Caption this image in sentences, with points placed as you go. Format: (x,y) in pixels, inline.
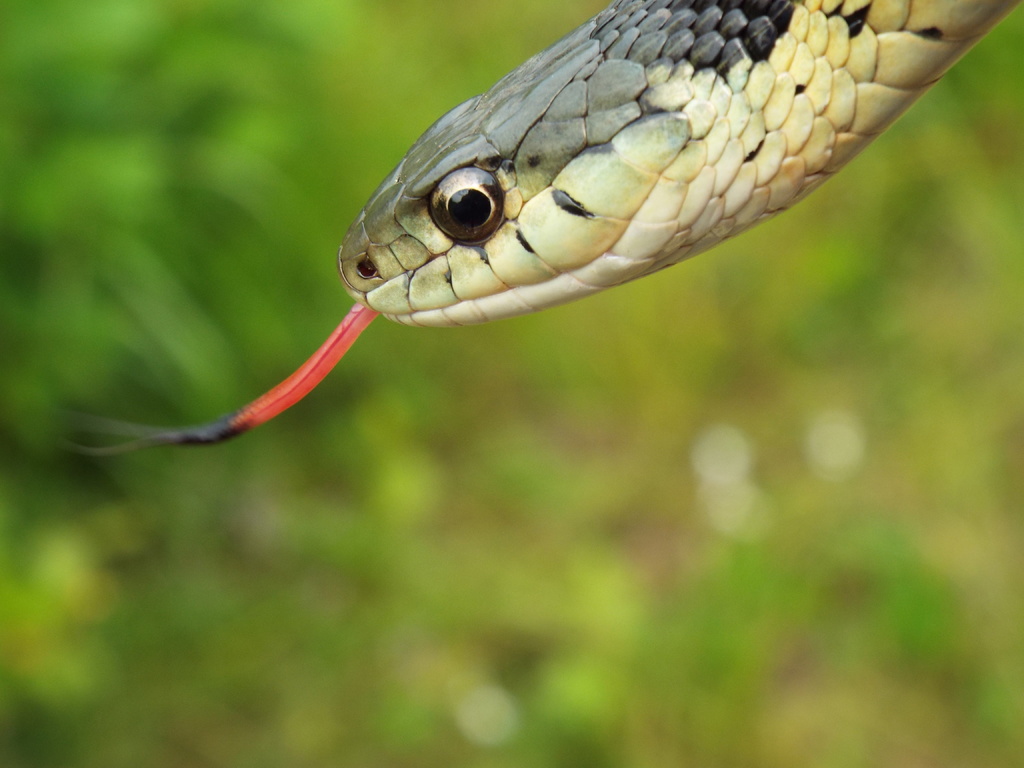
In this picture, we can see a snake (955,5), and we can see the blurred background (428,503).
